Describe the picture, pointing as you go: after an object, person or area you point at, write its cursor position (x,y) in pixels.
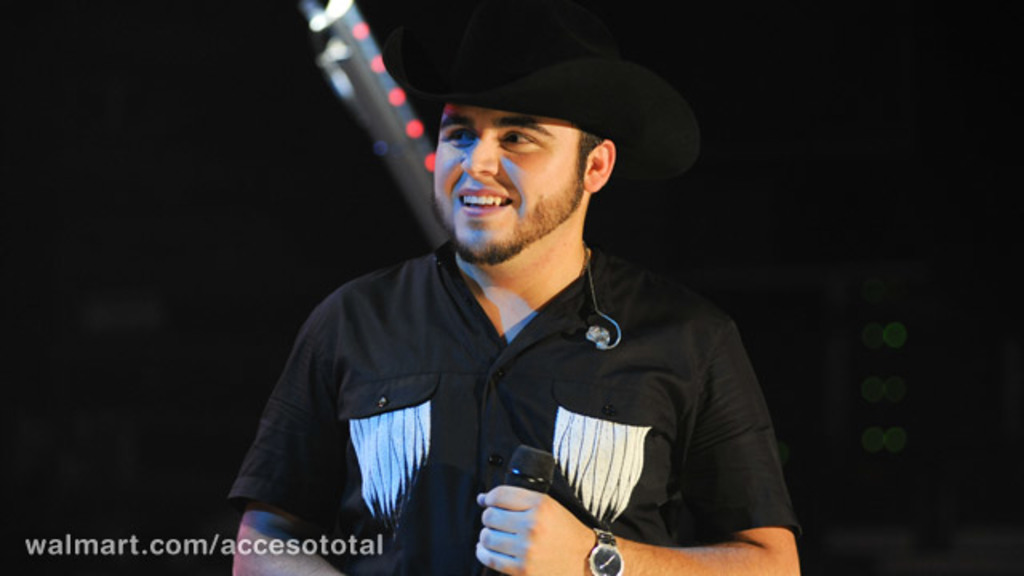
In the image we can see there is a man (479,328) standing and he is wearing black colour t shirt (486,365), hat (568,120), wrist watch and holding mic (544,460) in his hand (587,546).
